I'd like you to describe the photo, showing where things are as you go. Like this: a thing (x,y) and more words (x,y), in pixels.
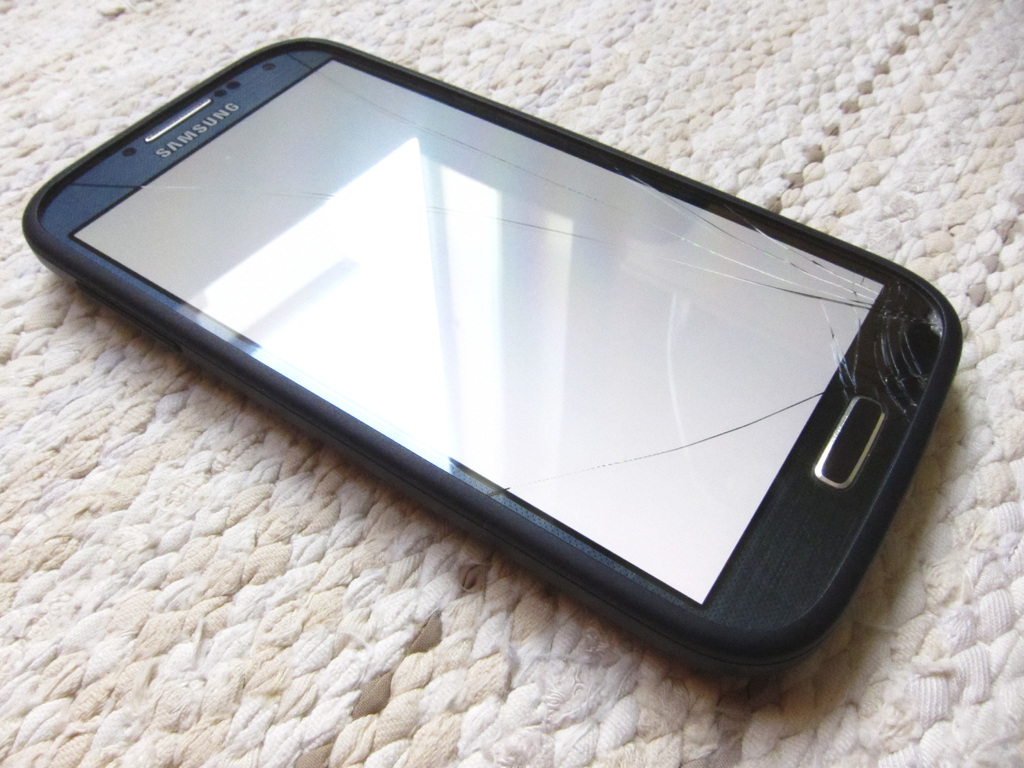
In this picture there is a cell phone (418,361) in the center of the image (553,416).
